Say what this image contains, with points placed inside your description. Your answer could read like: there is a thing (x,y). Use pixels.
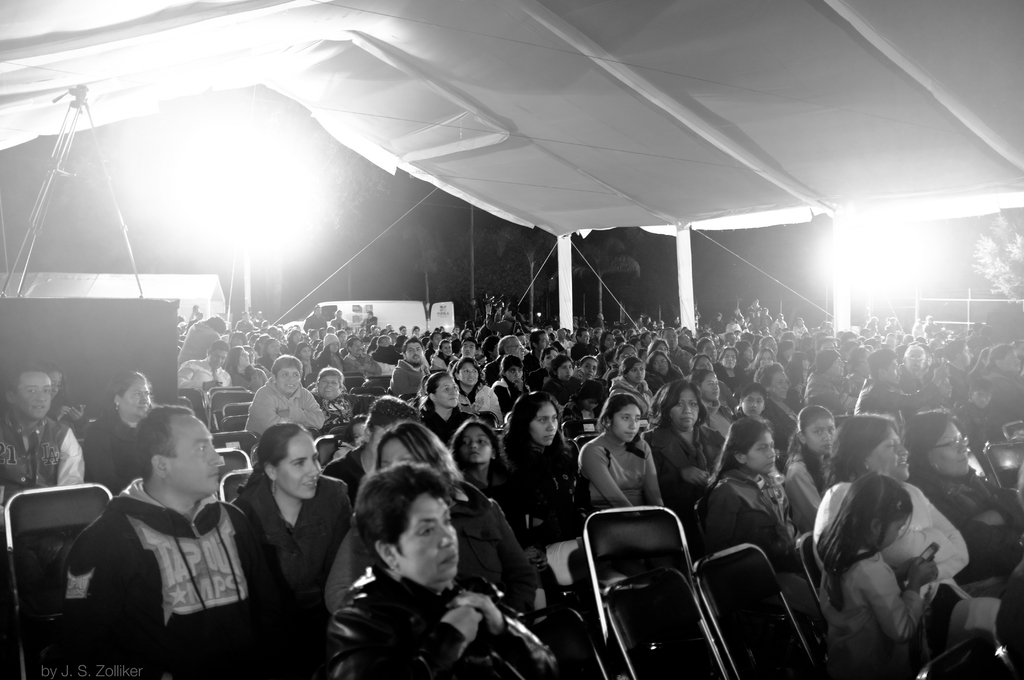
This picture consists of there are crowd of people (725,377) sitting on chair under the tent (804,145), there are some light focus (828,252) visible in the middle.
